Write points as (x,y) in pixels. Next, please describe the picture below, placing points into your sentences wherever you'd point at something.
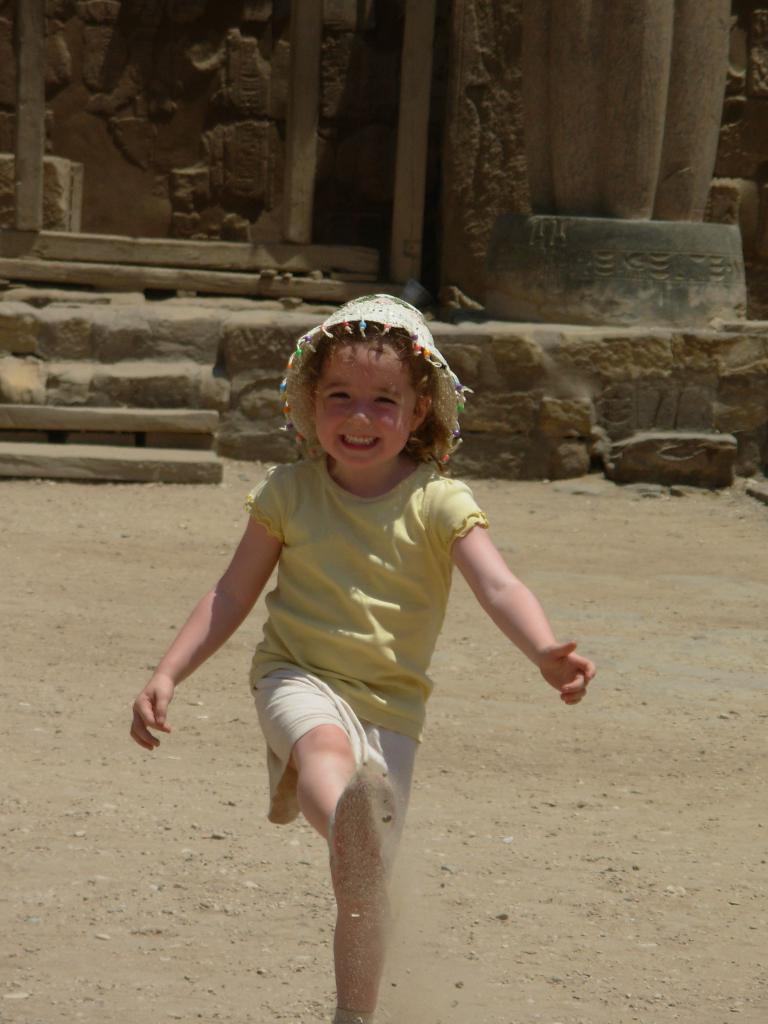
In this image in the foreground (354,602) there is one girl (321,487) who is standing and smiling, and in the background (395,131) there are some sculptures (474,214), wall (725,339), stairs (122,336). And at the bottom (140,793) there is sand (647,645).
